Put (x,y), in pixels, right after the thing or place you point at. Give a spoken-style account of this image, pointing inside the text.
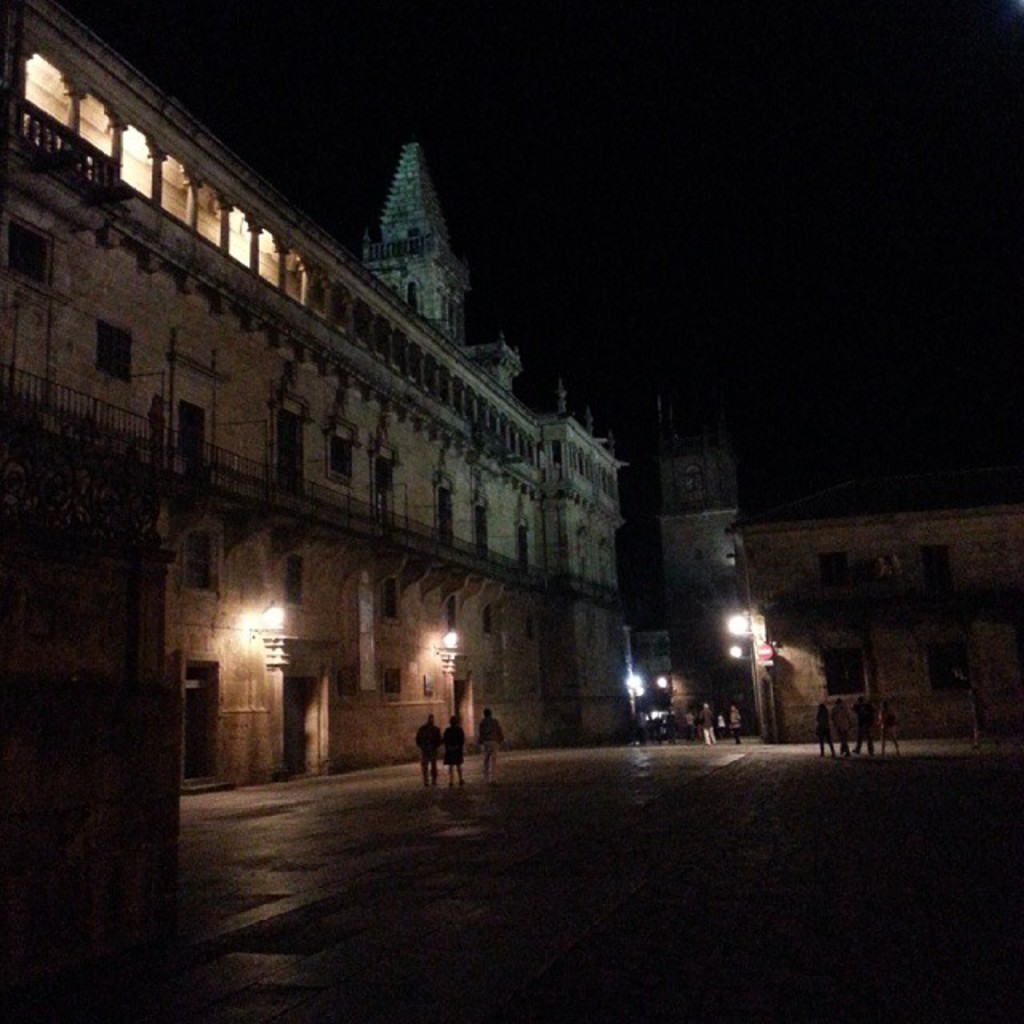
The picture is captured in the night time, there is a big building (406,594) and beside the building (345,728) few people (493,758) walking in the open area (508,775), there are few lights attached to the ground floor (495,675) of the building (511,675).
